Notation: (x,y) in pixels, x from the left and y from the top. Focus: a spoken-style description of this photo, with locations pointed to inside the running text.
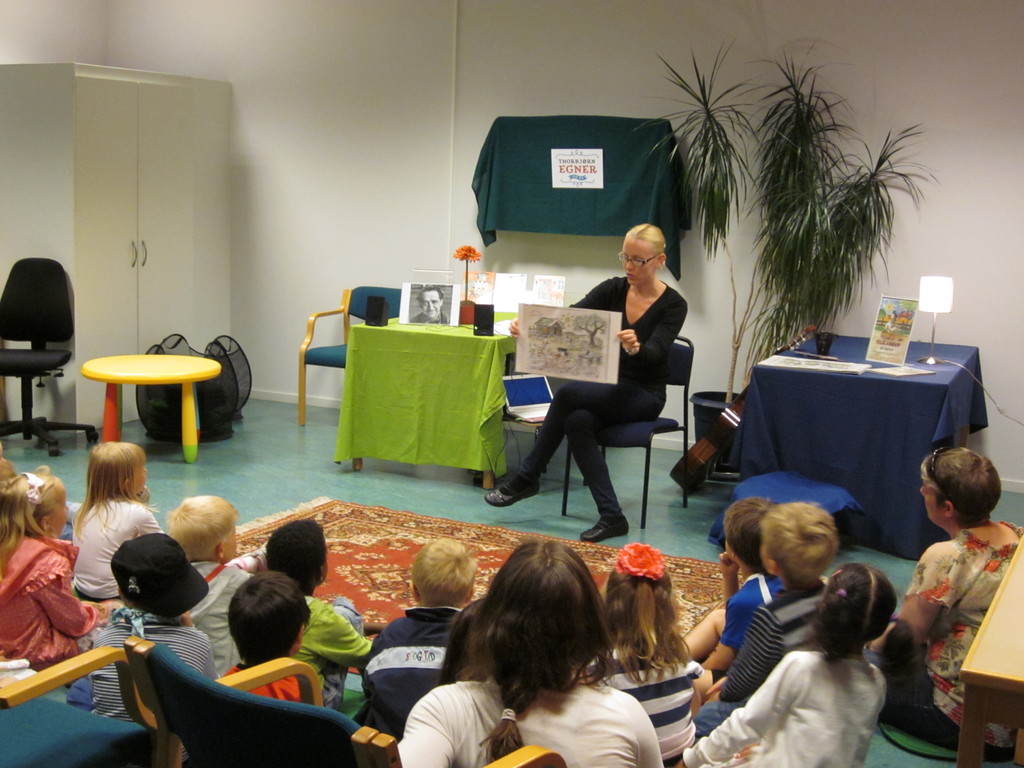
There are many children (260,658) sitting on the floor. There are girls (96,567) and boys (151,611) in this group (96,573). There is a woman (617,416) sitting in a chair (567,483) in front of them, holding a paper (566,356) in her hands (622,339). There is a cupboard (115,239) and a wall (363,115) in the background (237,193). We can observe a table (405,331) and plants (805,227) here.
